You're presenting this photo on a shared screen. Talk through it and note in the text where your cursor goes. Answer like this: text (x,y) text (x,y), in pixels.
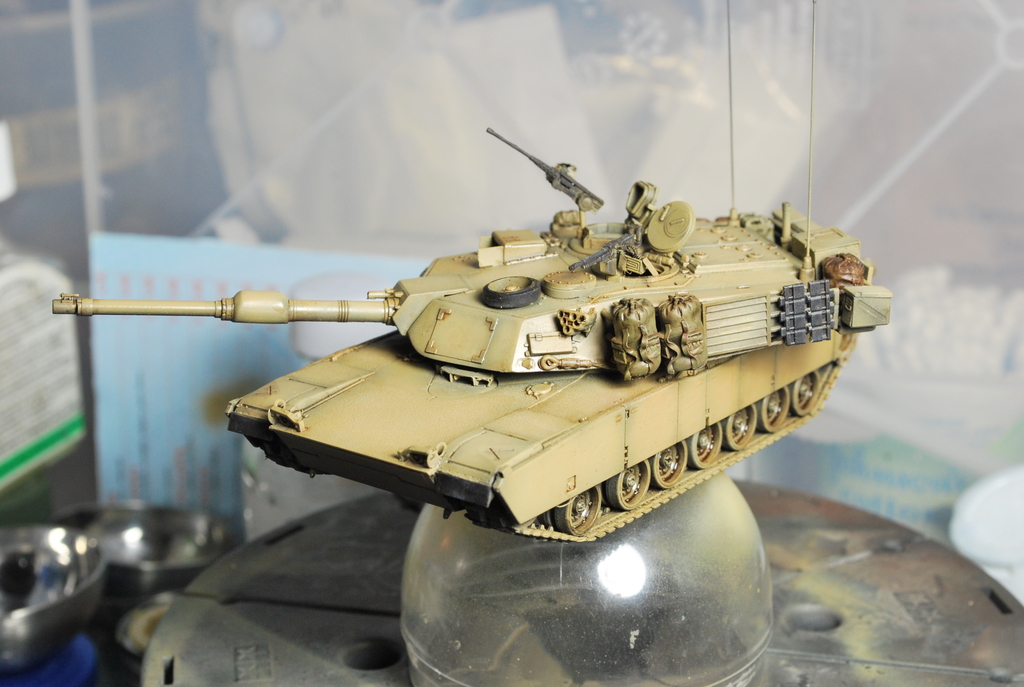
In this image there is a toy army tanks (558,411) on a glass object (434,580), and at the background (147,427) there is hoarding (137,426), steel bowls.
